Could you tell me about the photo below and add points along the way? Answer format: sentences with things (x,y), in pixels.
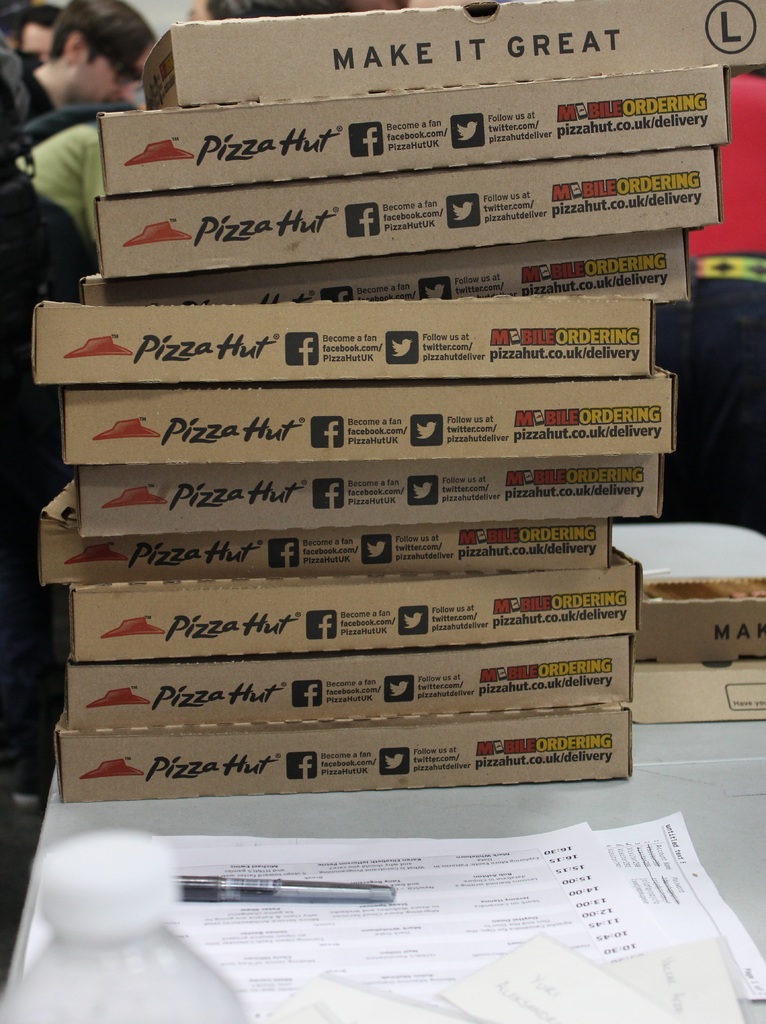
In this image we can see a few pizza boxes (405,273), papers (457,842), pen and some other objects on the table (468,814), also we can see a few people (114,39).
